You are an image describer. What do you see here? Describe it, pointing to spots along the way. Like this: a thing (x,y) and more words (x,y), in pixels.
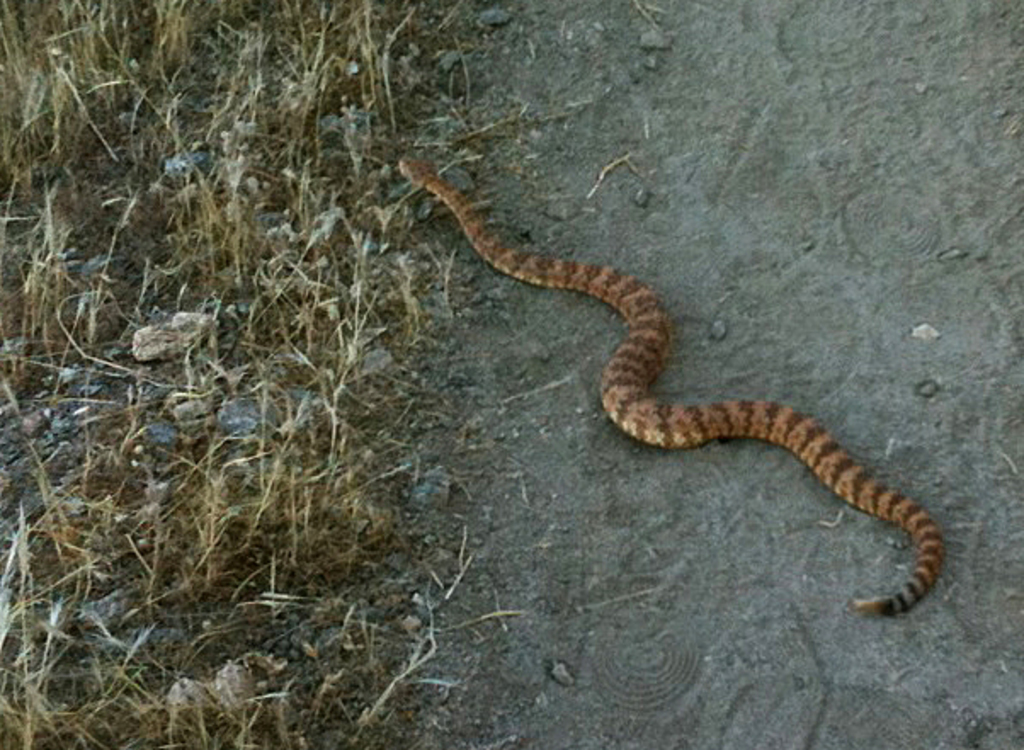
In the center of the image (653,300), we can see a snake (837,457) on the ground (479,404) and there are plants (145,380) and stones (168,338).
